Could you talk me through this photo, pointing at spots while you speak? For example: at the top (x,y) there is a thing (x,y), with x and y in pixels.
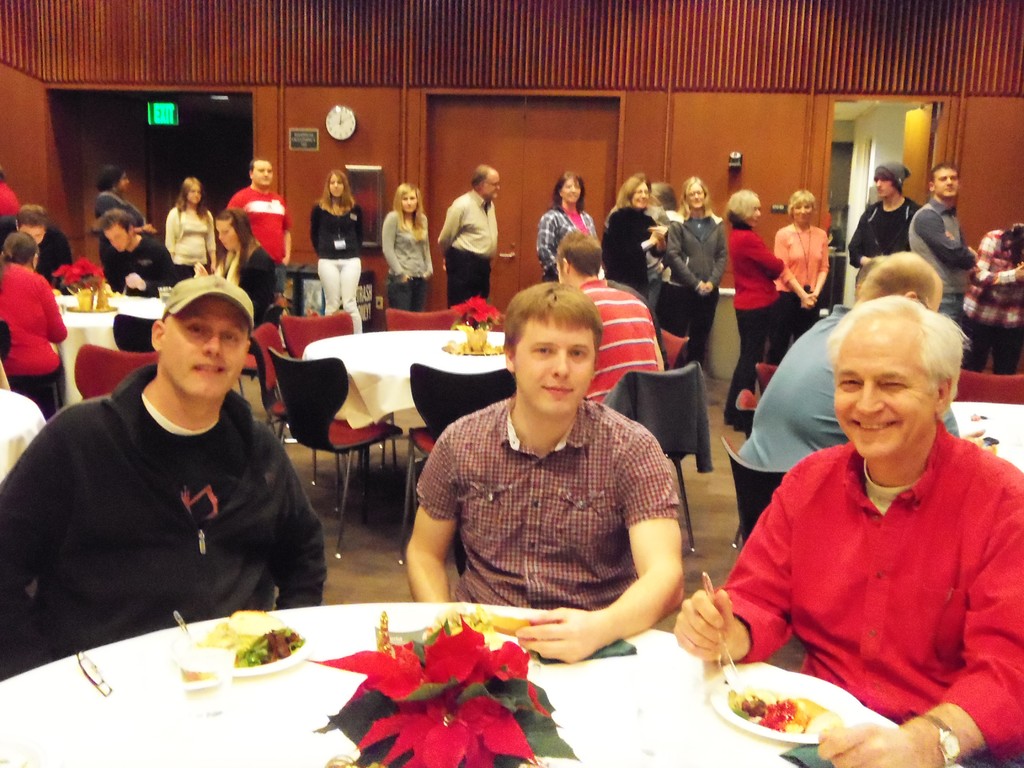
In this image i can see three man (830,584) sitting on the chair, there are few food (276,641) and a flower pot (501,681) on a table (659,716), the flower (417,729) is in red color at the back ground (343,274) i can see few other persons (408,225) standing, a red color chairs (315,321), white tables (364,348), a wooden wall (691,99), a door (541,137), a clock (341,124) and a black board (299,149).
